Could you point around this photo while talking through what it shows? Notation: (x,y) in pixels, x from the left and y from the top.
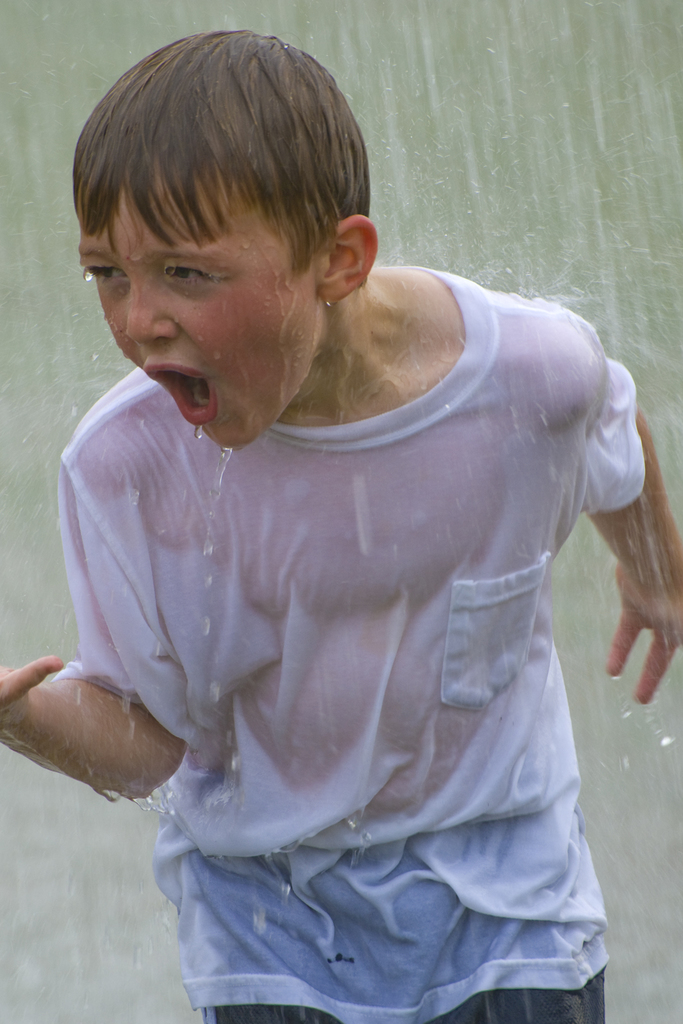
In this image we can see a boy (305,687) wearing white t shirt (275,673) and it's raining.
